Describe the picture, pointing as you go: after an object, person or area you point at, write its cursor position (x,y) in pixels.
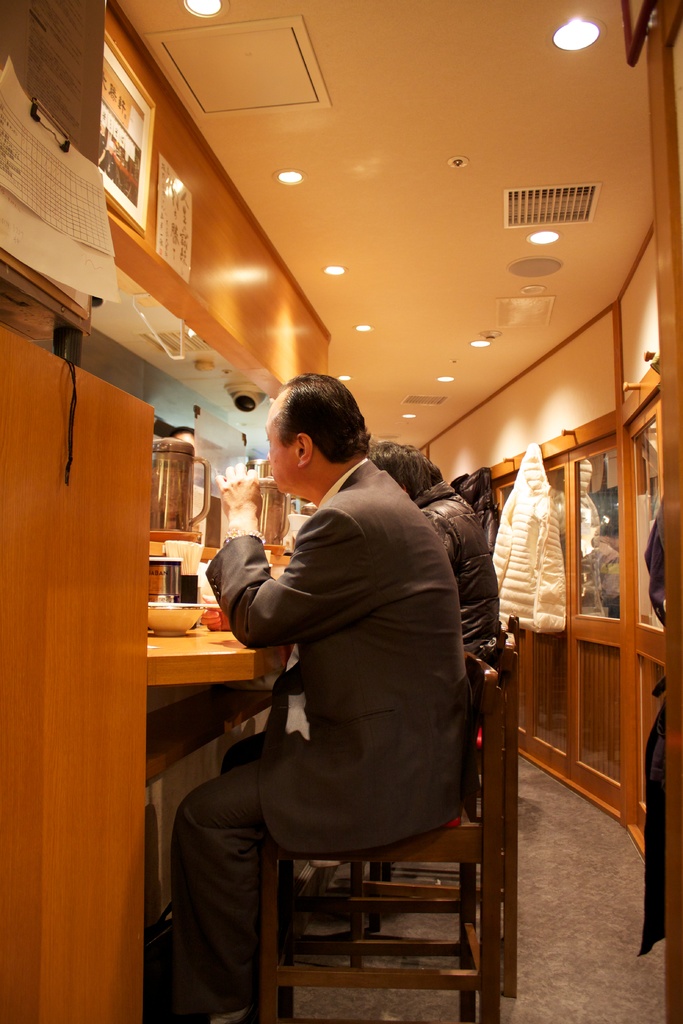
In this image I can see persons (459,721) sitting on the chairs (493,832). This is a table (188,670). There are some objects (181,580) placed on the table (214,632). This is a bowl (167,608), and I think this is a kind of a jug (170,495). And here is a kind of camera (250,409) which is attached to the rooftop (245,378). I can see a pages (73,199) attached to the wall (188,152) and this is a rooftop (476,83). Here is the ceiling light (586,41). I can see a jacket (531,500) which is hanged to the wall (568,481). I can see a photo frame (152,136) which is attached to the wood (177,148).
